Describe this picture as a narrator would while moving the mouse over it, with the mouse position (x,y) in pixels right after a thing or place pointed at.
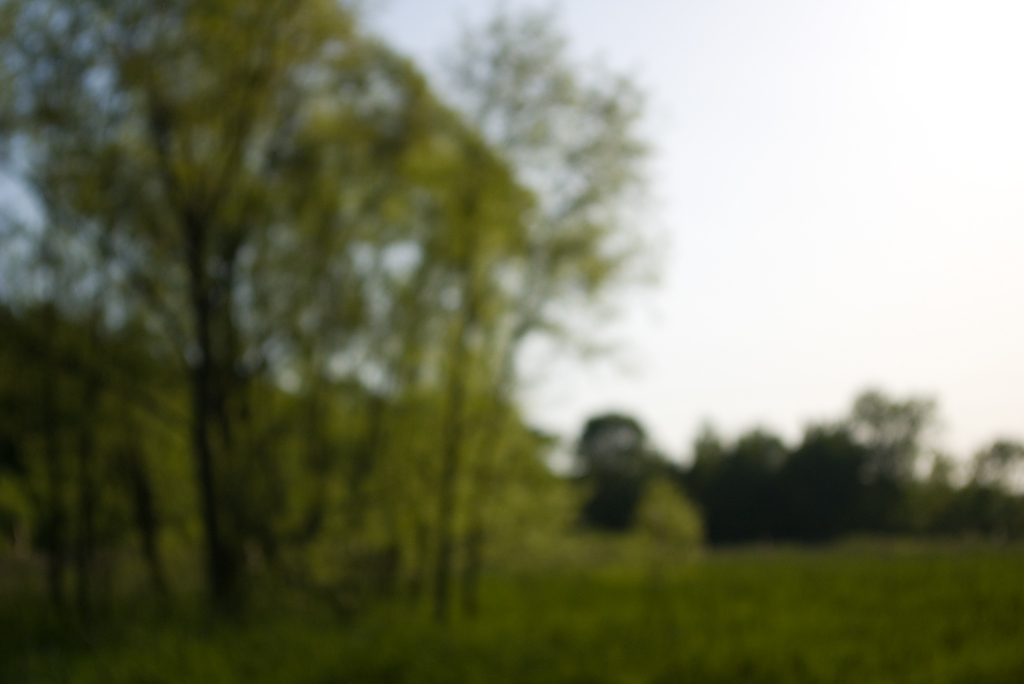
This image is slightly blurred, where we can see the grass (634,597), trees (471,494) and the sky (658,232) in the background (729,303).
